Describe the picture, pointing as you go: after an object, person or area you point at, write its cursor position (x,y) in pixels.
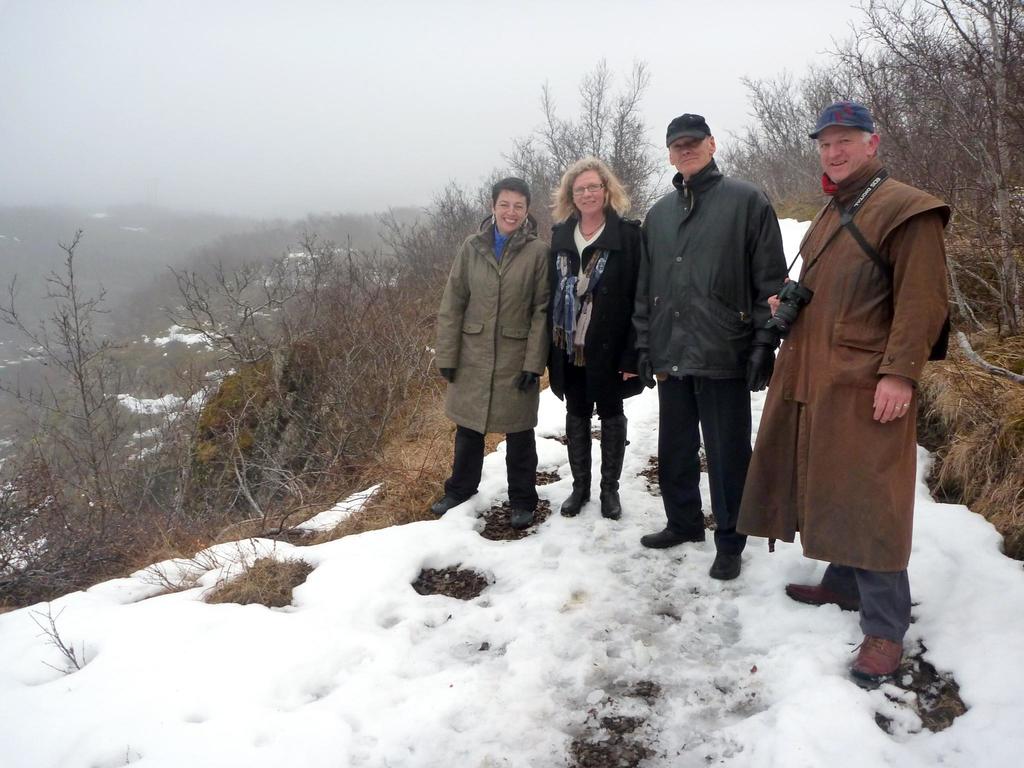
In this image, there are a few people (457,497). We can see the ground (679,641) covered with snow (442,674). We can also see some dried grass (253,570) and plants (779,128). We can see some hills (49,286) and the sky (293,184).
